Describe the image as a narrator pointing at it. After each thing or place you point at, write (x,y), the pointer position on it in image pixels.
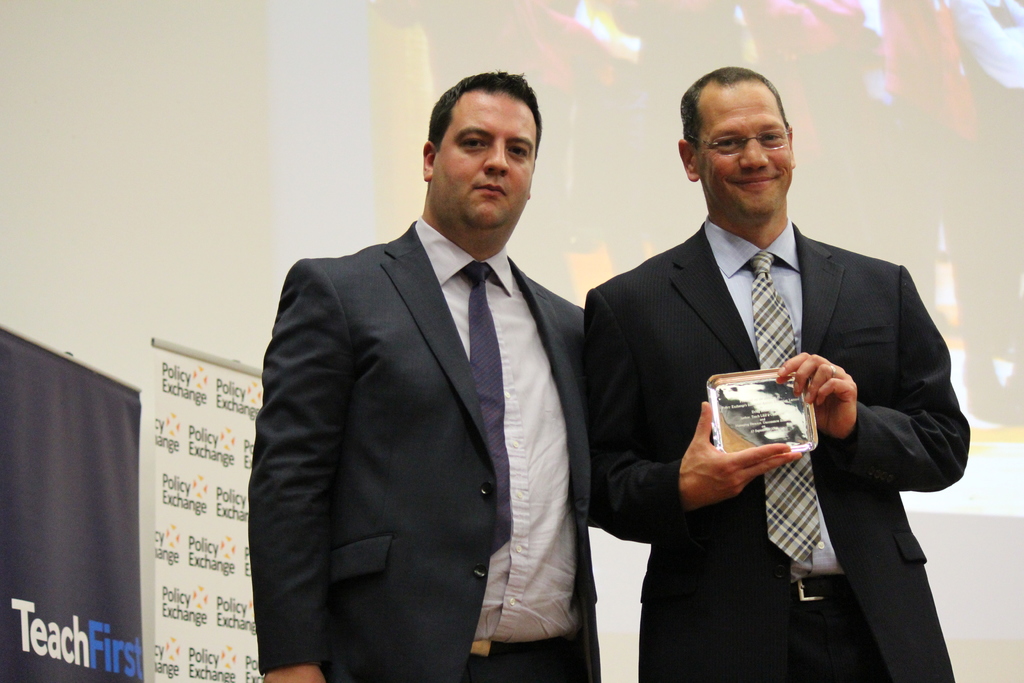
In this picture I can see two persons (780,333) standing, there is a person (754,325) smiling and holding an object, there are banners (27,673), and in the background (410,22) there is a screen (852,76).
